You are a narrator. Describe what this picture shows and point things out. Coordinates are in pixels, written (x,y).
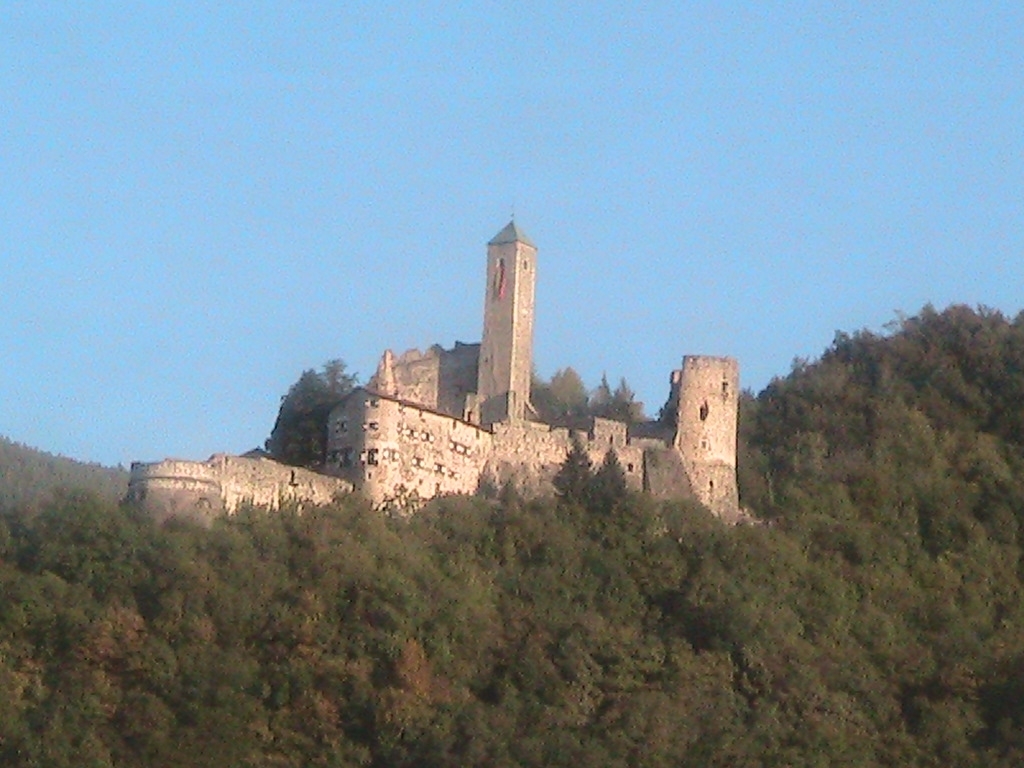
In this image we can see a fort (492,420), few trees (455,527) and the sky (206,220) in the background (603,191).
